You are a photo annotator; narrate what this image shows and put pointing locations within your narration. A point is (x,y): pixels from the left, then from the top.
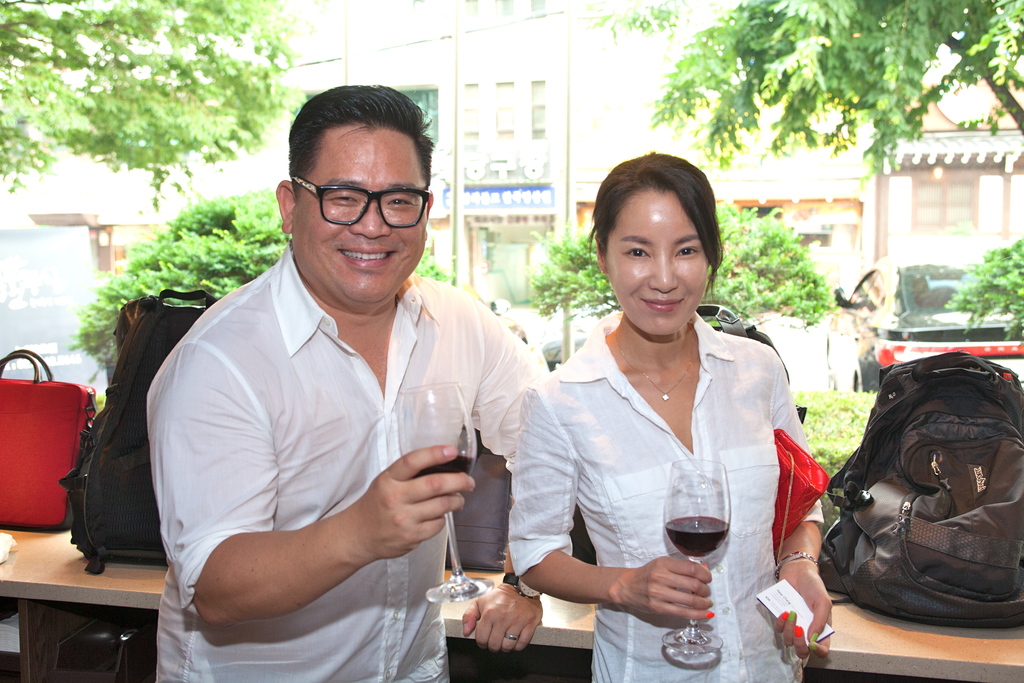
In this image there are two people (222,656), one man (222,656) standing on the left (209,656) and one woman (547,530) standing on the right (762,384). And both are holding a glass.
